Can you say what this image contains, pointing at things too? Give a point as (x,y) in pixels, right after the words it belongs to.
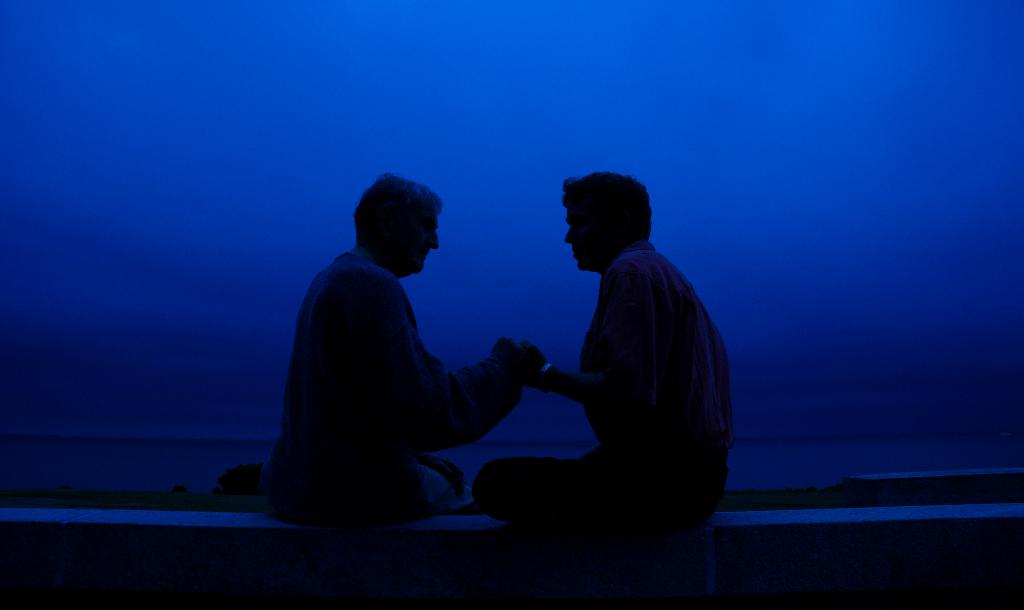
In this image, there are two persons (430,407) sitting on a wall (401,550). There is a blue background (167,273).
